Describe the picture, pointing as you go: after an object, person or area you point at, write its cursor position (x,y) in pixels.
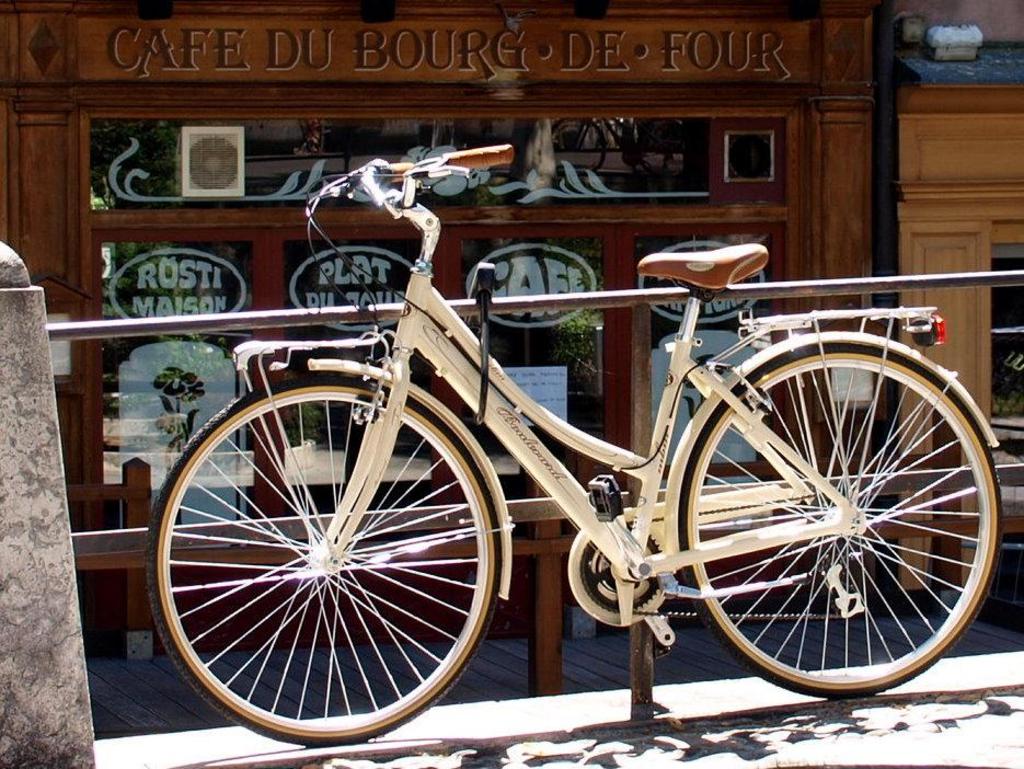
In this picture there is a white color cycle (448,441) parked on the footpath (567,707). Behind there is a pipe railing (671,294). In the background (436,274) we can see the shop (403,270) made with wood (960,134) and glass (131,445).
